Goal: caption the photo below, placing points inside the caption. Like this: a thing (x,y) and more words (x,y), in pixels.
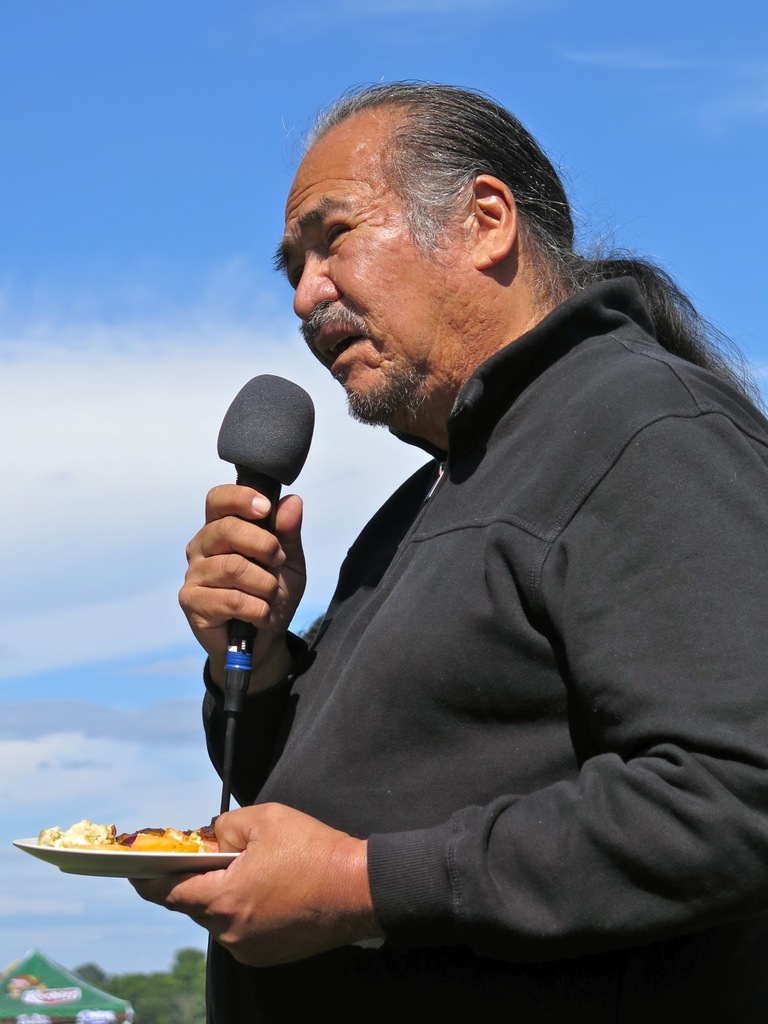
In this image I can see a man (515,688) holding a mike (267,461) in his right hand (244,583) and a plate (176,862) with food (113,847) in left hand (292,876). On the top of the image (154,102) I can see the sky (128,145) in blue color.
